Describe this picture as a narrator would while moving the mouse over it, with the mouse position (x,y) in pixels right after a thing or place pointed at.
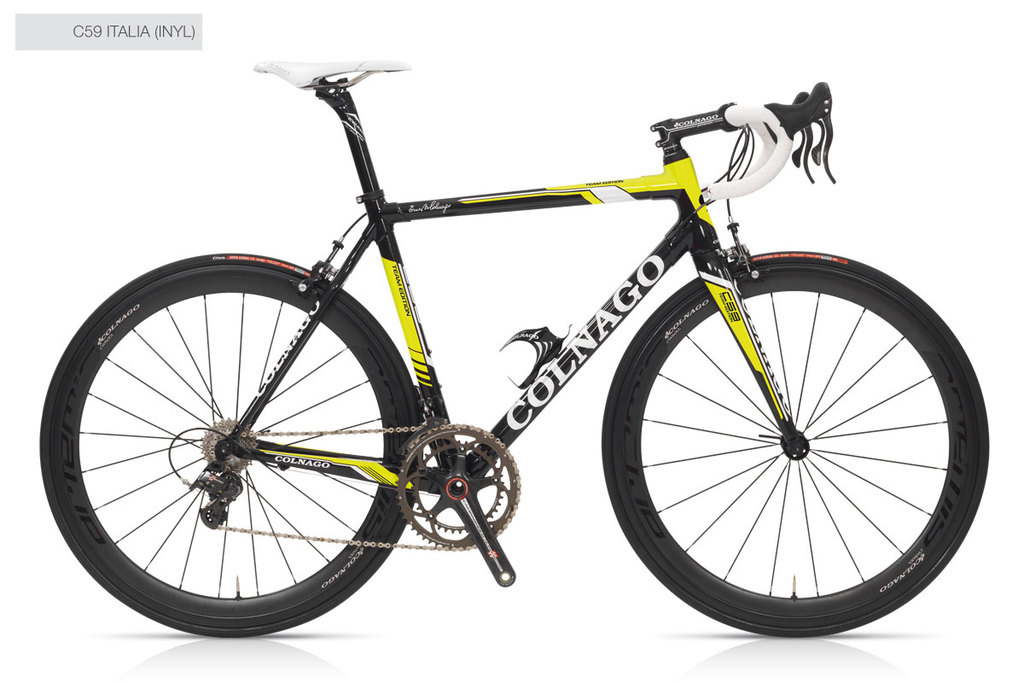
In this image there is a bicycle (478,480), there is text (142,36) towards the top of the image (128,28), the background of the image (217,49) is white in color.
